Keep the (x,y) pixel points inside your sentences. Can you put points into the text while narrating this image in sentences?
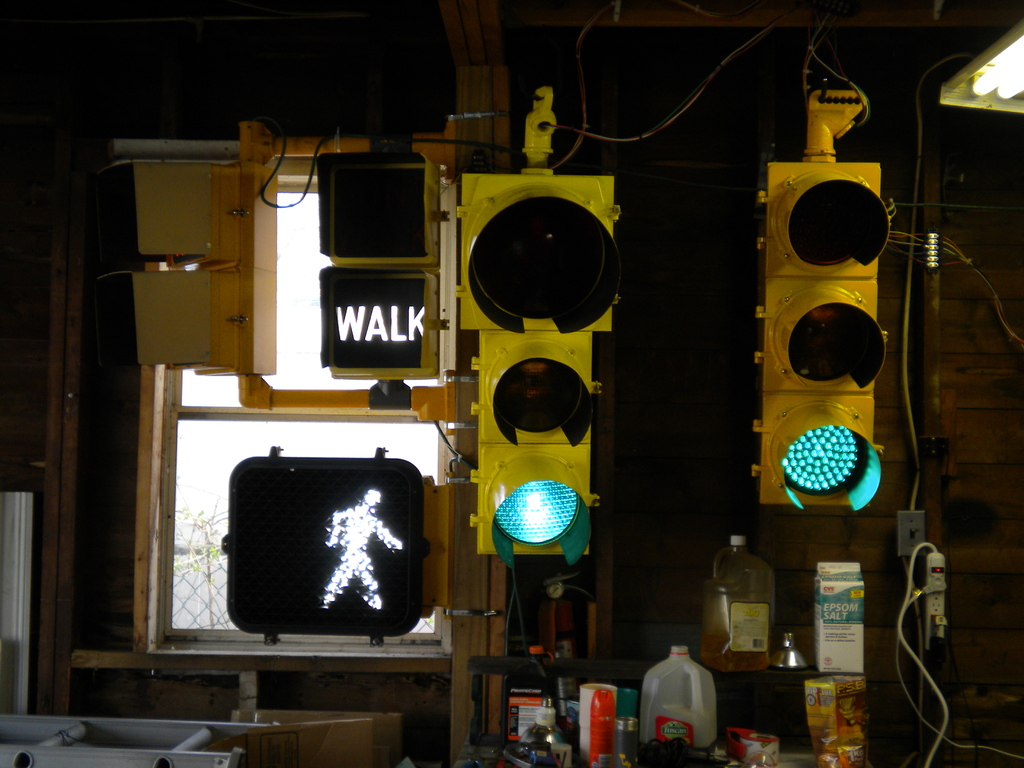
In this image I can see a traffic signal light (494,246) and I can see the window (312,381) and the wall (626,188) and I can see some bottles (592,712) kept in bottom (699,736) and I can see cable wires (908,565) attached to the wall (927,502) on the right side (930,546).
